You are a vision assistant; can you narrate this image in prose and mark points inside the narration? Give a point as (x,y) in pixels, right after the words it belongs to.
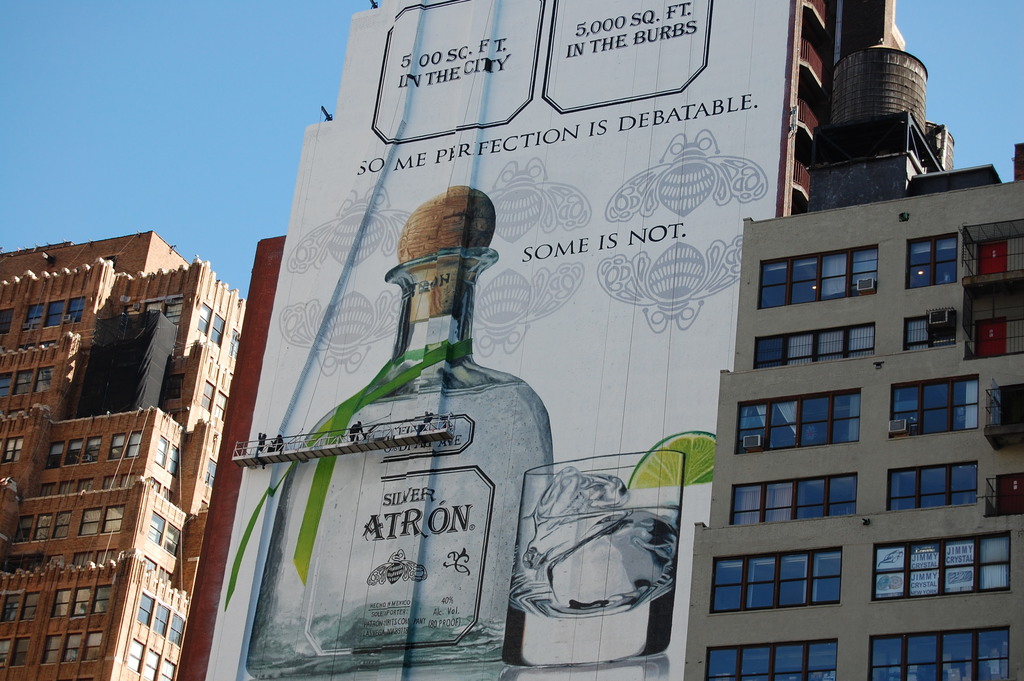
In this image I see number of buildings (783,329) and I see a banner (402,250) over here on which there are numbers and words (520,147) written and I see a big bottle (496,485) and a glass (583,553) and I see few people (259,446) over here on this thing (348,447). In the background (212,133) I see the blue sky (988,58).
